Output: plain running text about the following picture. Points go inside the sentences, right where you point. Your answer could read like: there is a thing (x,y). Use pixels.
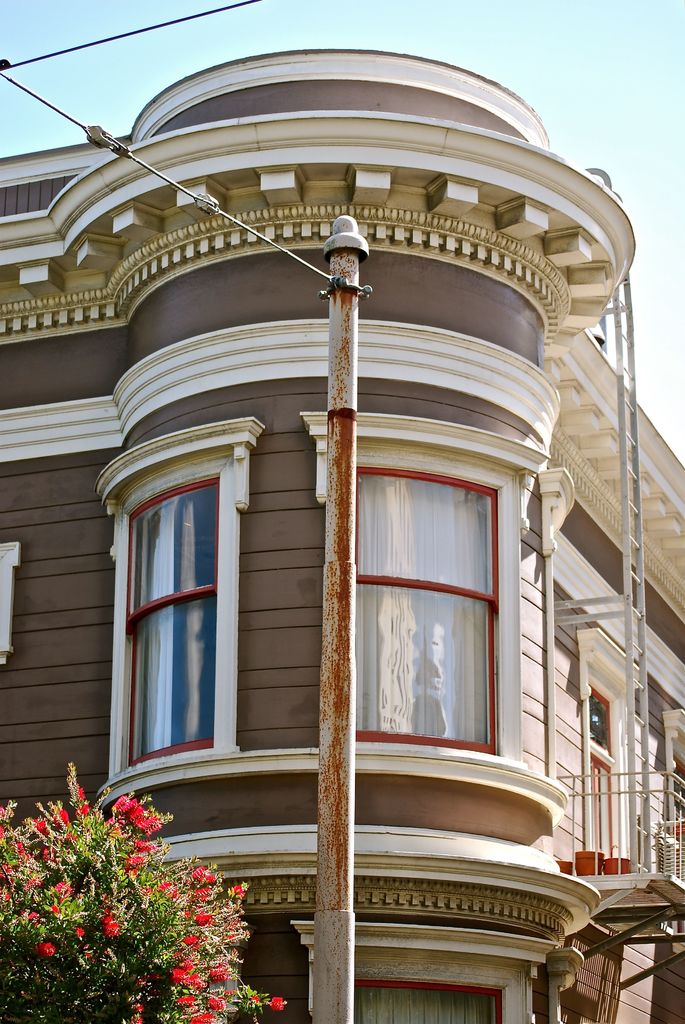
In this image in the center (431,510) there is a building (252,484), and there are some poles (351,359), ladder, railing (604,789), flower pots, plants (161,943), flowers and there are windows (164,613). On the left side (197,198) there is a wire (43,96), and at the top (332,18) there is sky (568,125).
